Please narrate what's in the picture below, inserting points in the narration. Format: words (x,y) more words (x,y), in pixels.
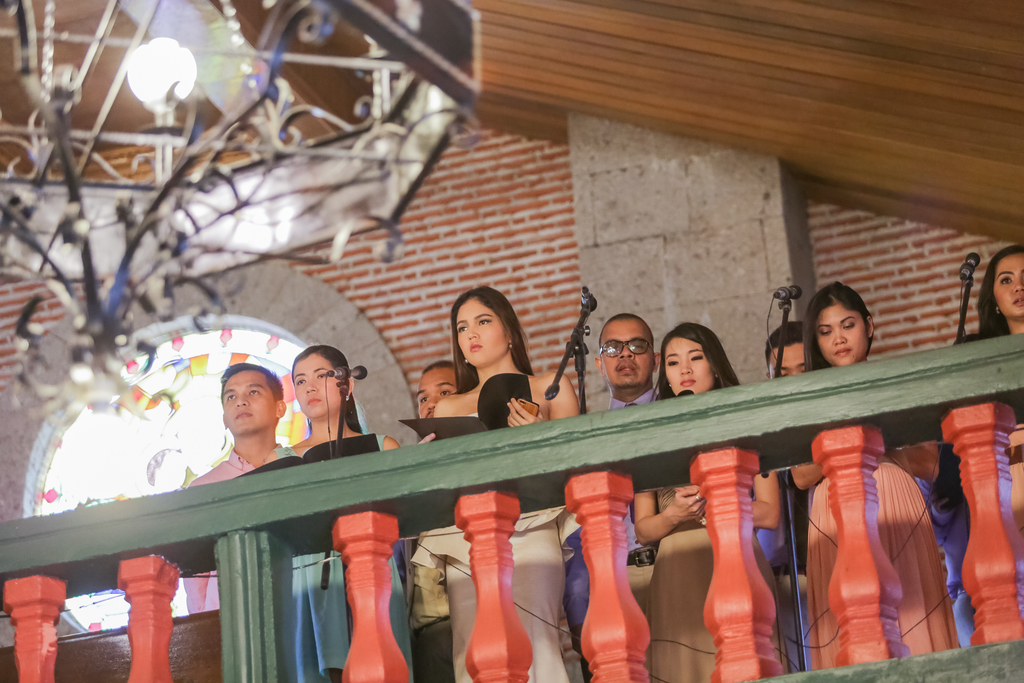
In this image in the front (211,511) there is a railing (487,486) which is green and red in colour. In the center (642,381) there are persons (628,381) standing and there are mic stands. In the background (546,245) there is a wall (242,298) and there is a window (242,336). On the top (243,144) there is a chandelier (140,192) which is visible.
